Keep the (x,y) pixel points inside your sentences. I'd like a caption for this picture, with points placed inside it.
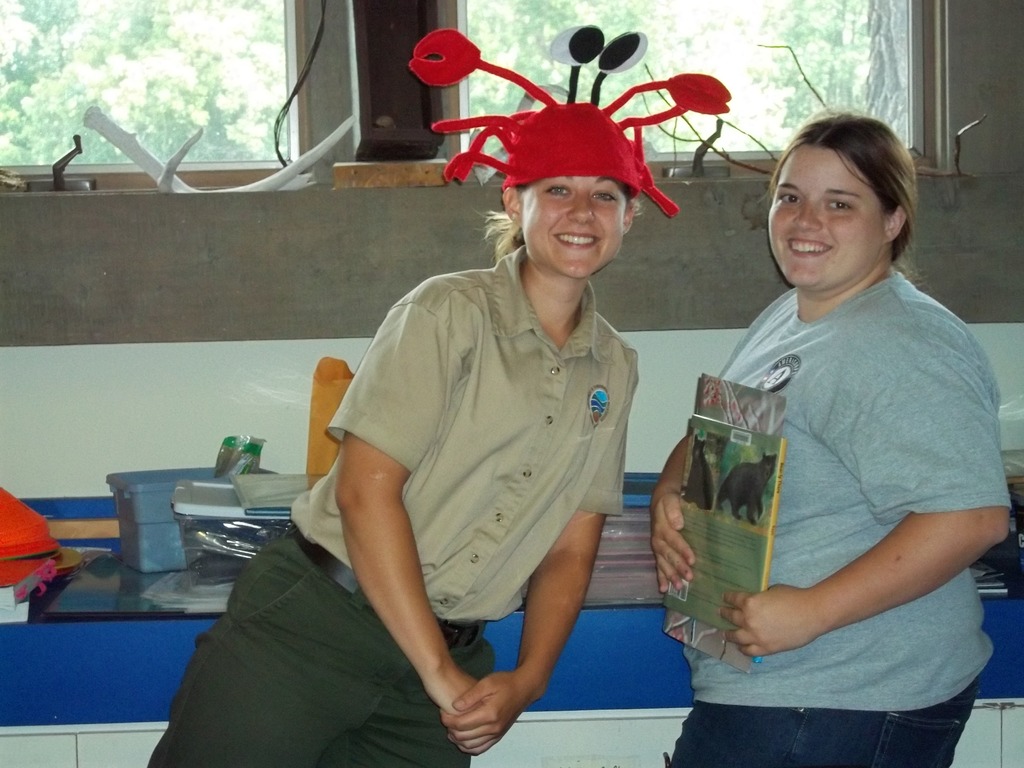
In this picture we can see there are two people (530,593) standing and a woman (584,438) with a cap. Behind the people (561,429) there are some objects (146,520) on the platform (128,583). Behind the people (575,428) there is a wall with a window (124,53) and behind the window (238,52) there are trees (724,54).
